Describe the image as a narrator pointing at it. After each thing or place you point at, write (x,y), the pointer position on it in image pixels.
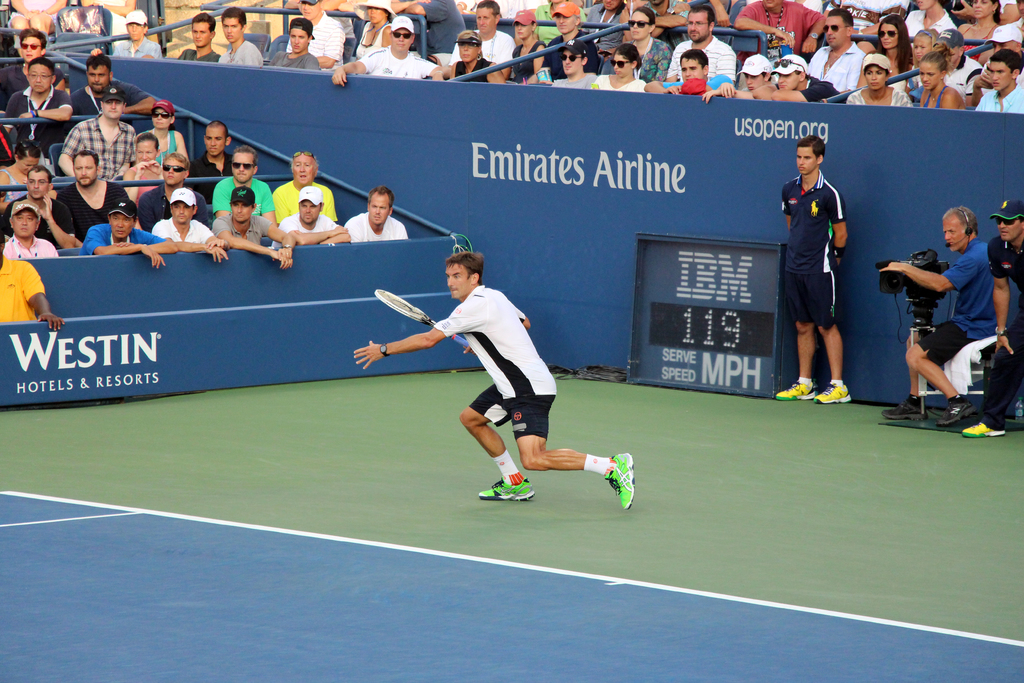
In this image the person (447,334) is holding a racket (403,301). At the backside (342,80) there are group of people (321,205) sitting on the chair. On the right side (964,270) the person (924,338) is sitting and holding the camera (924,262).
